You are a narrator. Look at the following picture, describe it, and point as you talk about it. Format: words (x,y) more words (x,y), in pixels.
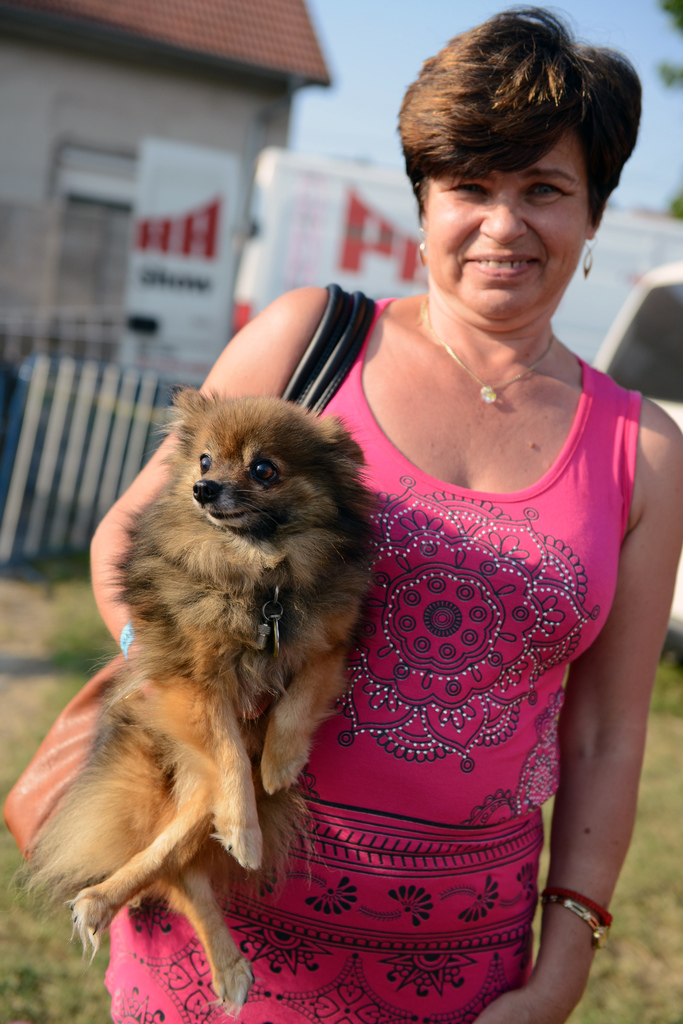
In this image there is a woman (168,442) holding the dog (205,574). At the back side (130,96) we can see the house (137,105).
